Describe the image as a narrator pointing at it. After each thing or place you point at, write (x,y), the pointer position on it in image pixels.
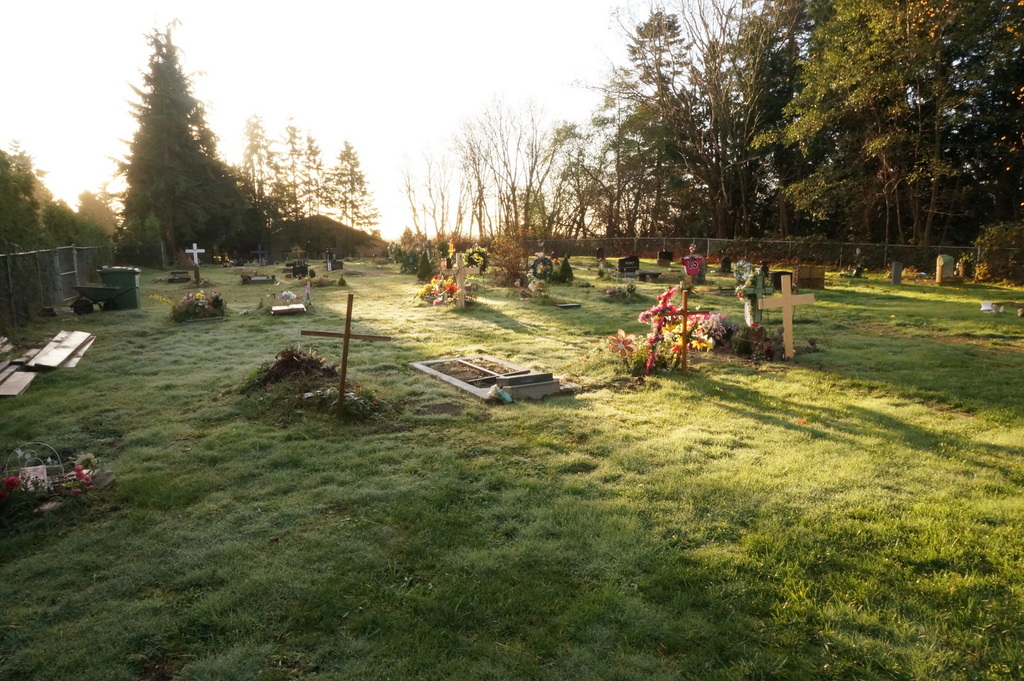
In this image I can see an open grass ground (812,385) and on it I can see shadows (590,653), flowers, tombstones (257,283) and few wooden crosses (196,261). In the background (1000,105) I can see number of trees (823,237), the sky (464,206) and fencing (871,258) on the both sides of the image. On the left side of the image (110,290) I can see a container (131,284) and a trolley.
